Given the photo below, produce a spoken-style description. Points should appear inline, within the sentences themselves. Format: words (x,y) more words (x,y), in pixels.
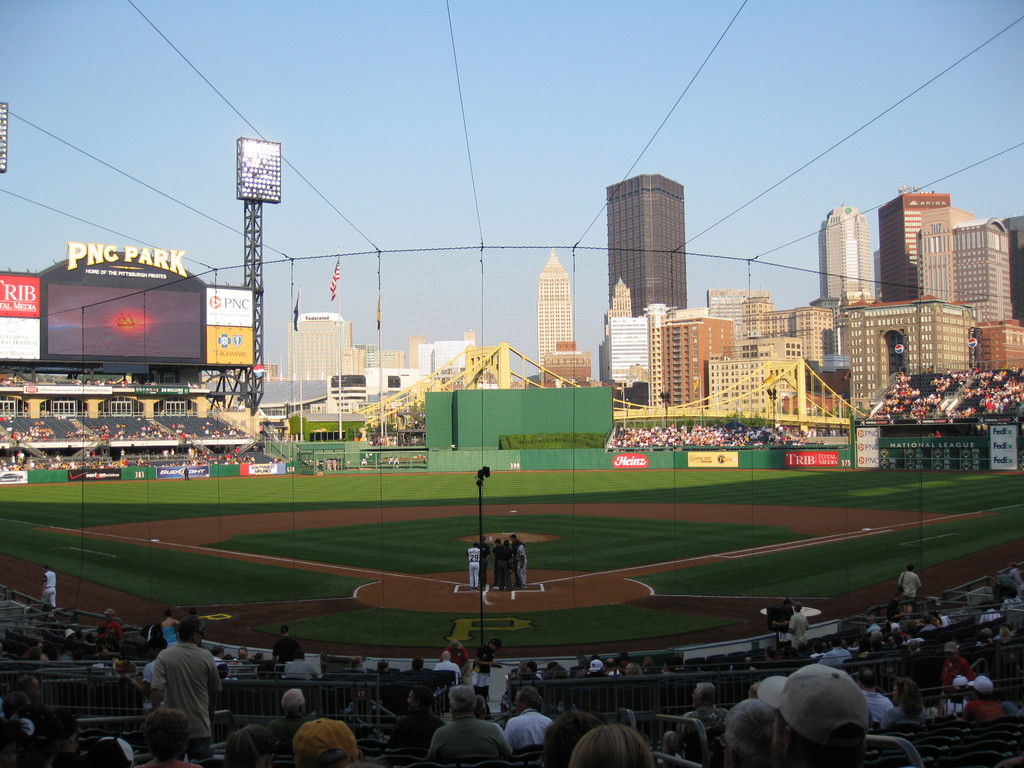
In this image we can see playground (602,495). Around the playground (908,474) people (53,461) are sitting and watching. Background of the image (160,307) buildings (338,346), lights (255,168) and screen (132,311) are present. Top of the image (138,156) sky (365,113) is there.
